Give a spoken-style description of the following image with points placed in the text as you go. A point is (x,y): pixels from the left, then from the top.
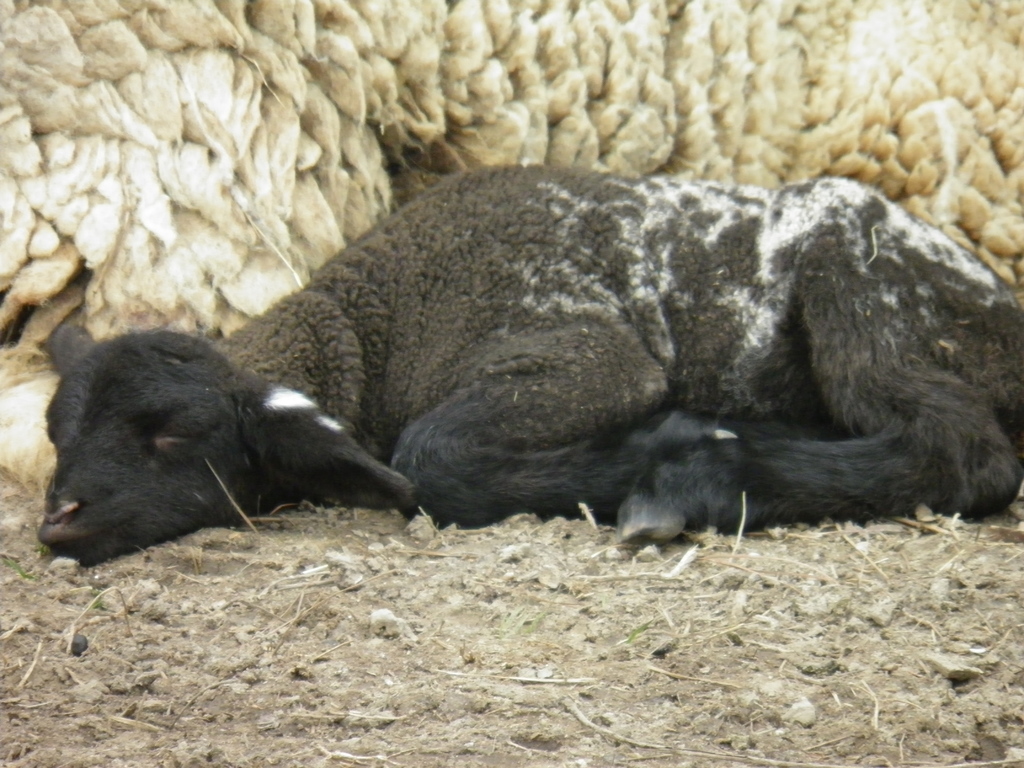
In this image we can see an animal (746,430) lying on the ground (464,653). In the background (216,185), we can see fur (310,126) of an animal (184,213).
